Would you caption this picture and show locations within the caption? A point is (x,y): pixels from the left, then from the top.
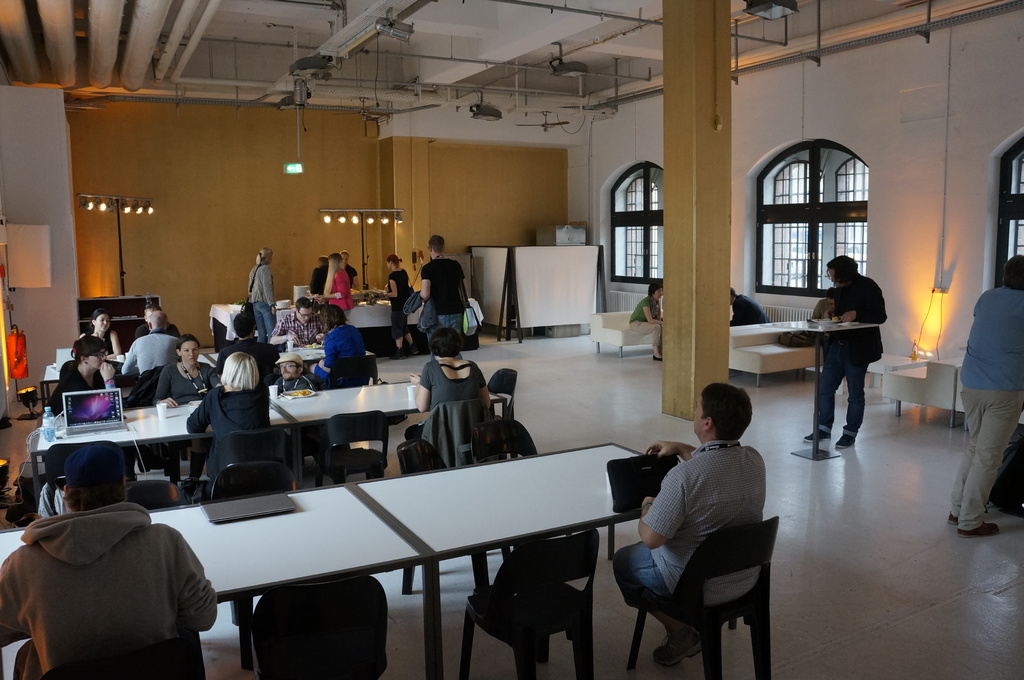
A picture inside of a room (301,216). These are windows (791,239). We can able to see persons (66,497) are sitting on chairs (60,464). This persons (848,303) are standing. On tables (511,498) there are laptops (108,418) and bottle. Far there are focusing lights (357,221).
